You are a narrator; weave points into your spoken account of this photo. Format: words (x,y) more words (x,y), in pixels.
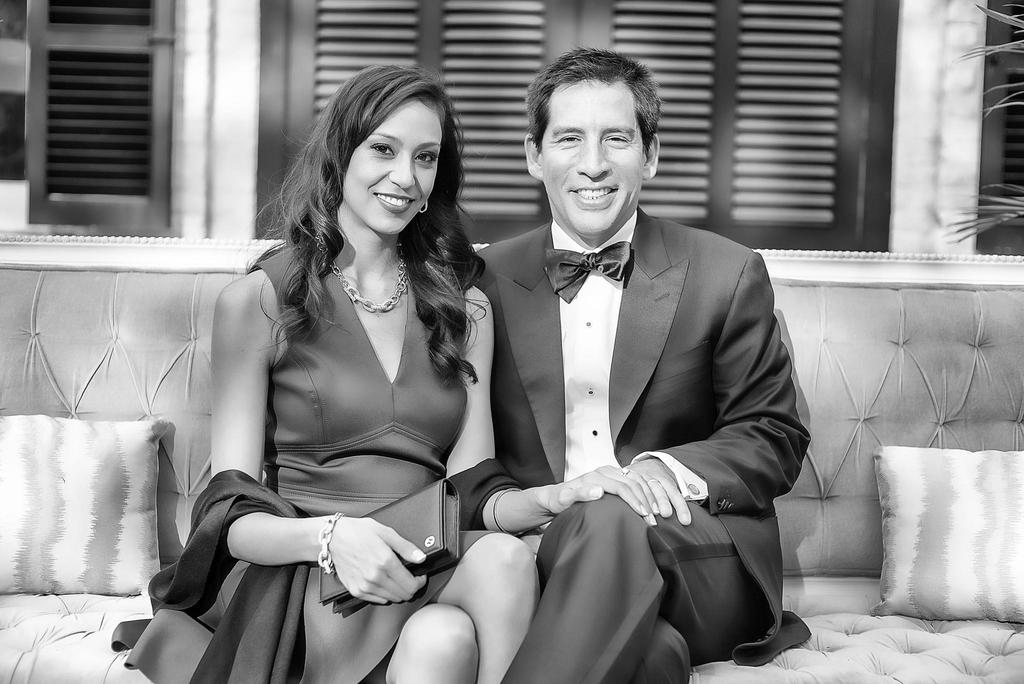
In this black and white picture we can see 2 people (285,469) holding hands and sitting on a sofa (791,657). They are looking and smiling at someone. In the background (61,215), we can see wooden doors (477,50), windows (64,70), grass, cushions (147,484).
